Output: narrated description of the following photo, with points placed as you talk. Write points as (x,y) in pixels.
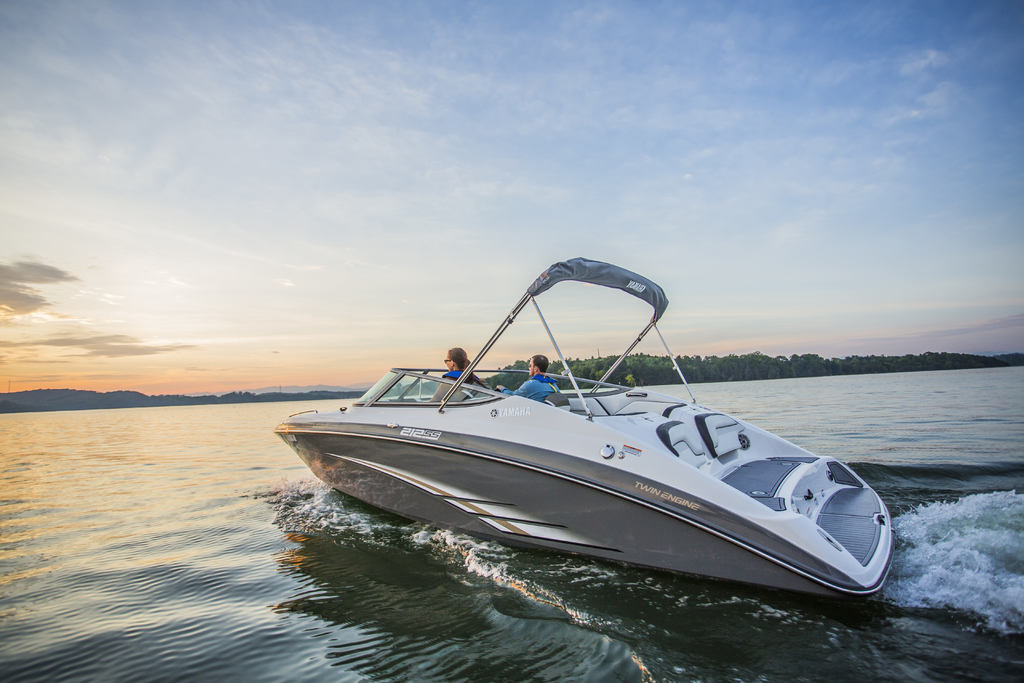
In this image there is a motor boat (591,479) in the water (470,546). In the boat (479,401) there are two persons (542,388). In the background (707,366) there is an island (765,366). At the top (498,78) there is sky (484,90). At the bottom (229,550) there is water (206,560).
